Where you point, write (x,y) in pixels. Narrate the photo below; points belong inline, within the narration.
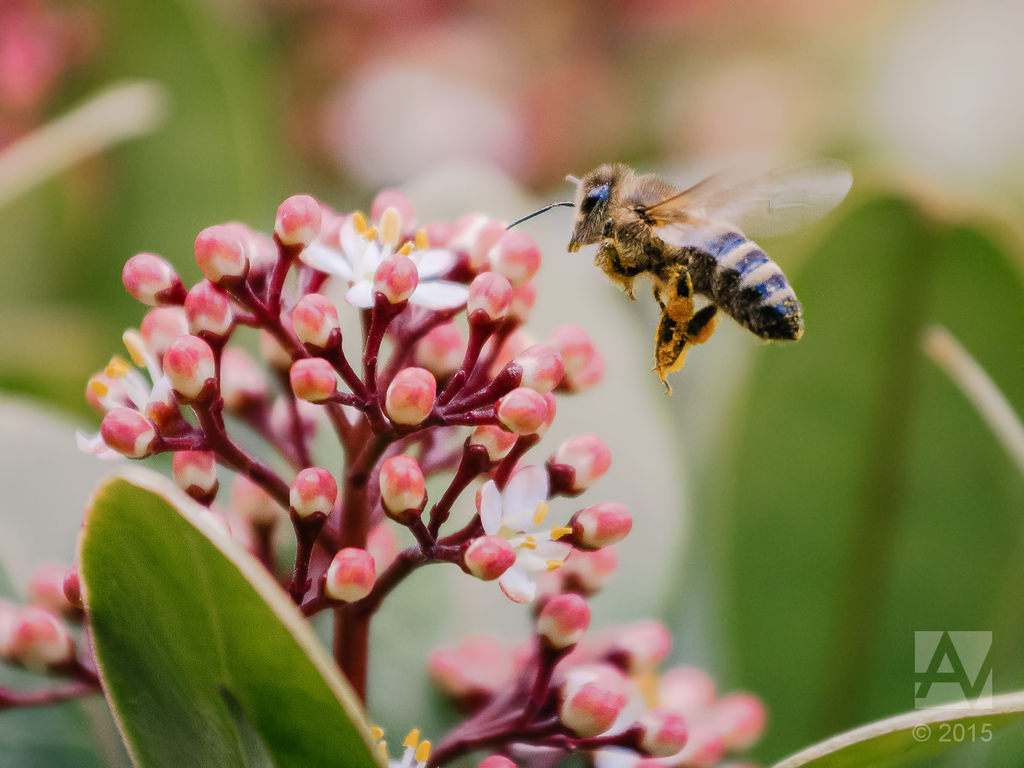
In this image, I can see a bunch of flower buds (365,383). This is the honey bee (613,250) flying. I think this is the leaf (224,663). I can see the watermark (970,681) on the image.
